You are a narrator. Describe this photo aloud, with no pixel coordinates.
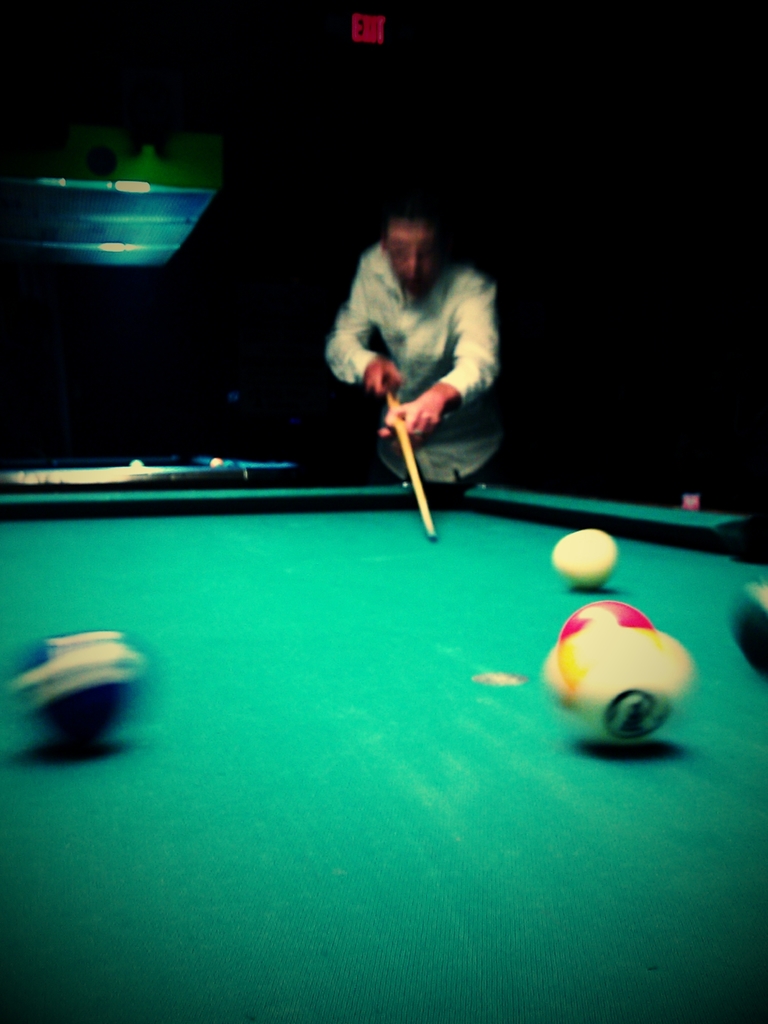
In this image we can see a man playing snooker.
